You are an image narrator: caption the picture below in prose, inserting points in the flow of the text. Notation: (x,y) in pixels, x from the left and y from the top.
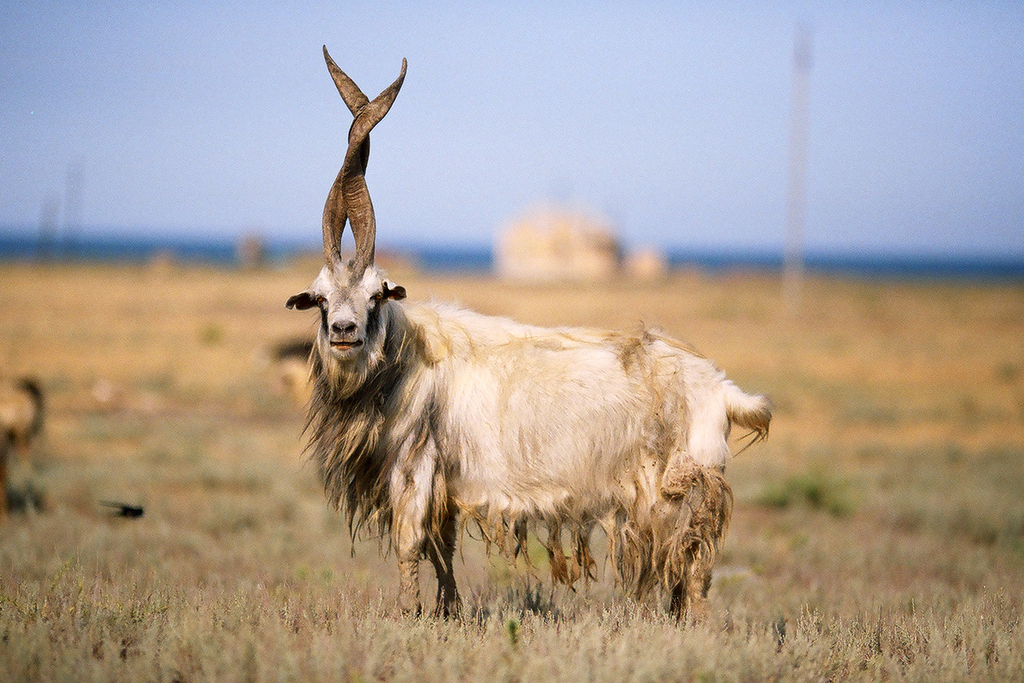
In this image I can see a animal (431,400) which is black, white and brown in color is standing on the ground (560,603). I can see some grass (362,599). In the background (710,82) I can see the sky (697,114) and few other blurry objects (524,272).
